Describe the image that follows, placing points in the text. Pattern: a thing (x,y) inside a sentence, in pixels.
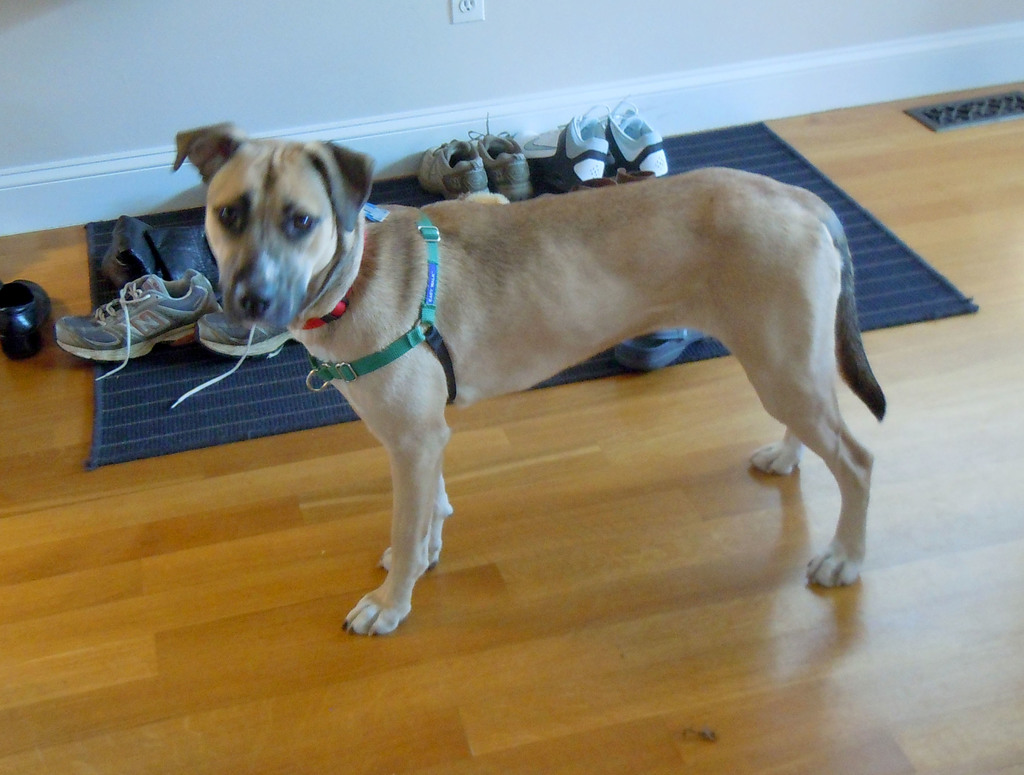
In this image we can see a dog (574,254) on the floor (515,571) and behind there is a mat (258,370) and on the mat (200,352), we can see few shoes (697,336) and in the background (217,60), we can see the wall (574,64).
